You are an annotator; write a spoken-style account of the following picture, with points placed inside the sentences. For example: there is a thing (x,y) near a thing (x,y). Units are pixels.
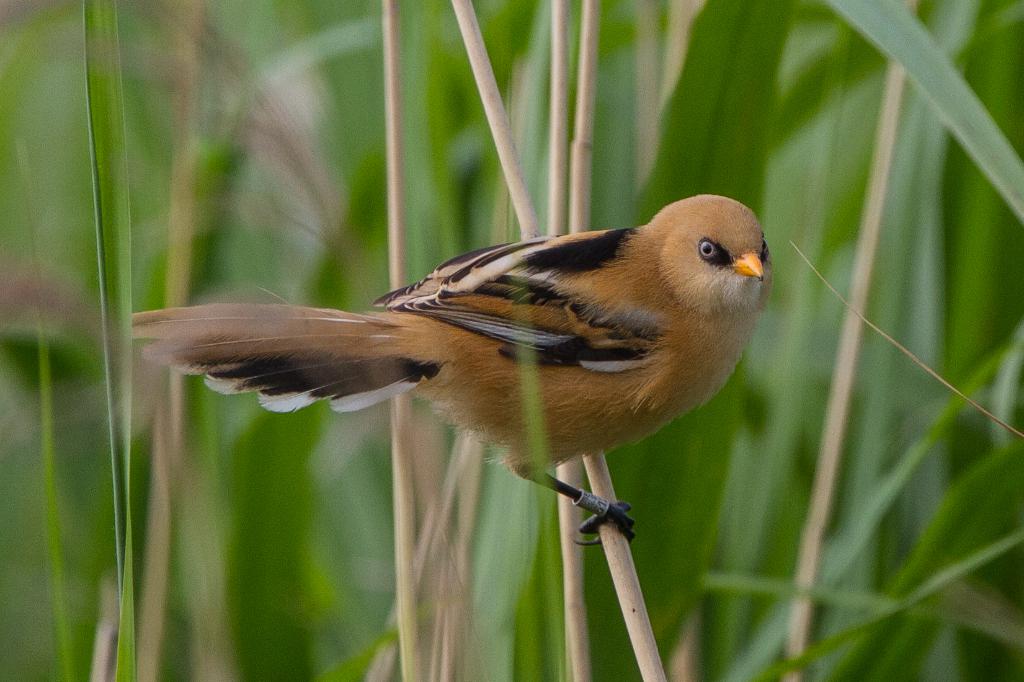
In this picture we can see a bird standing on a wooden stick (646,671) and in the background (325,269) we can see reeds (569,179) and it is blurry.
